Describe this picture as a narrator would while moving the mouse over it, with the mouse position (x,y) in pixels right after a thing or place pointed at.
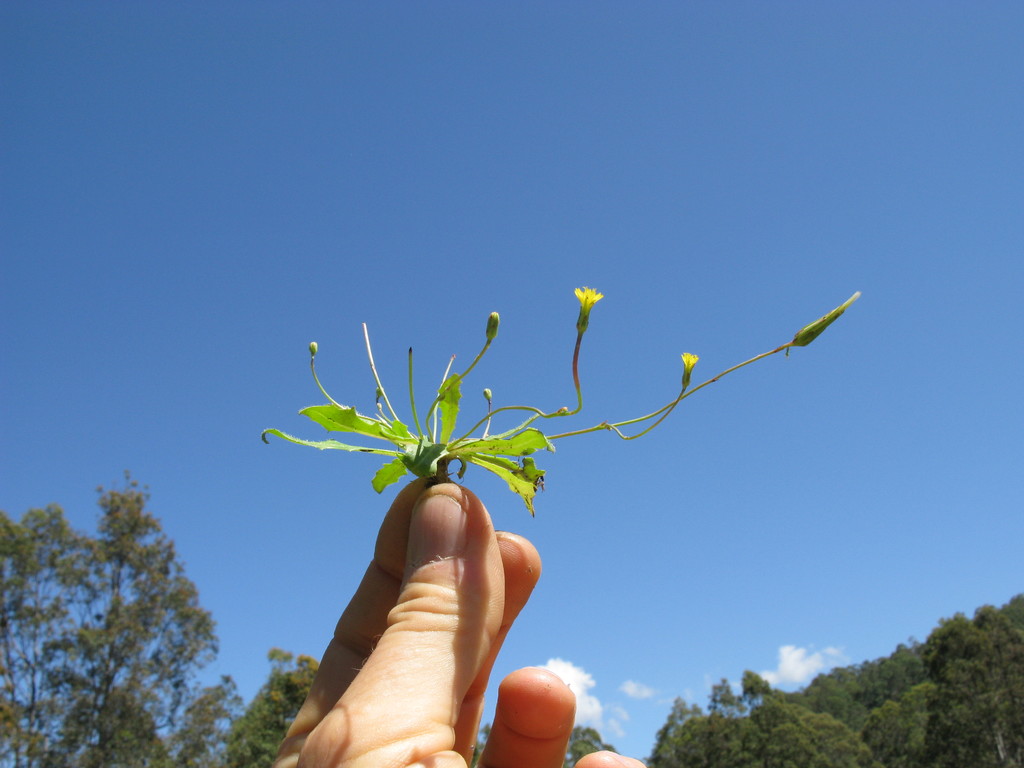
In this image we can see the hand (387,656) of a person (448,541) holding flowers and leaves (514,438). In the background (800,730) there are trees (835,683) and the sky (14,224).
